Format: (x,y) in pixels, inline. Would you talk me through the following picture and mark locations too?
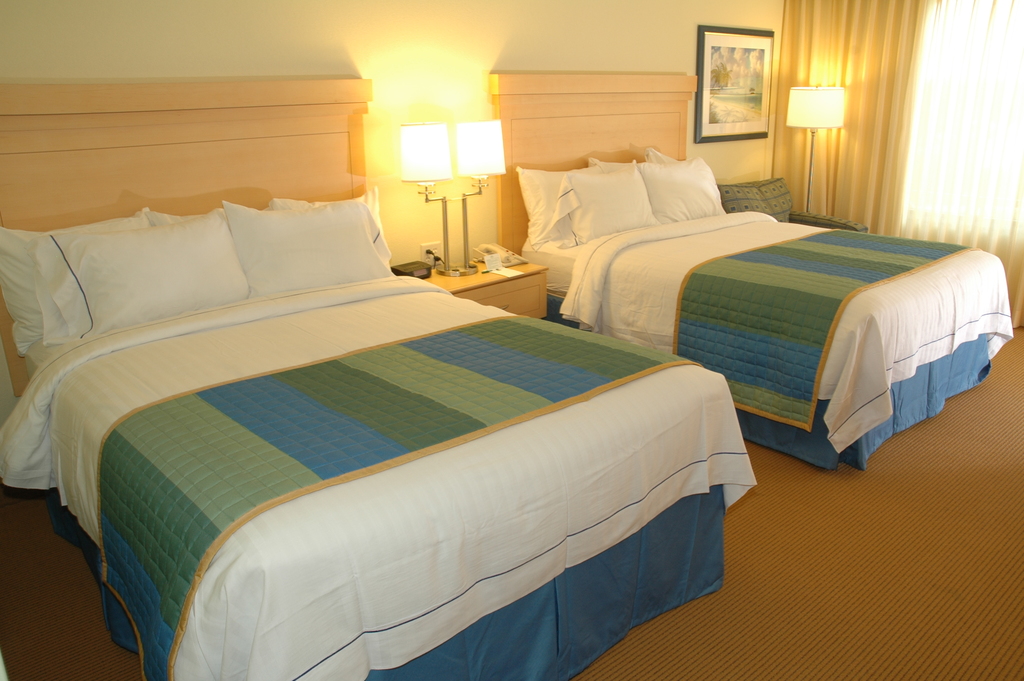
Here we can see beds (746,309), pillows (233,287) and bed-sheet (636,311). Beside this beds (546,337) there are tables (541,275), on these tables (478,273) there are lamps (493,154). Picture (731,92) is on the wall (591,23). This is curtain (938,117).
